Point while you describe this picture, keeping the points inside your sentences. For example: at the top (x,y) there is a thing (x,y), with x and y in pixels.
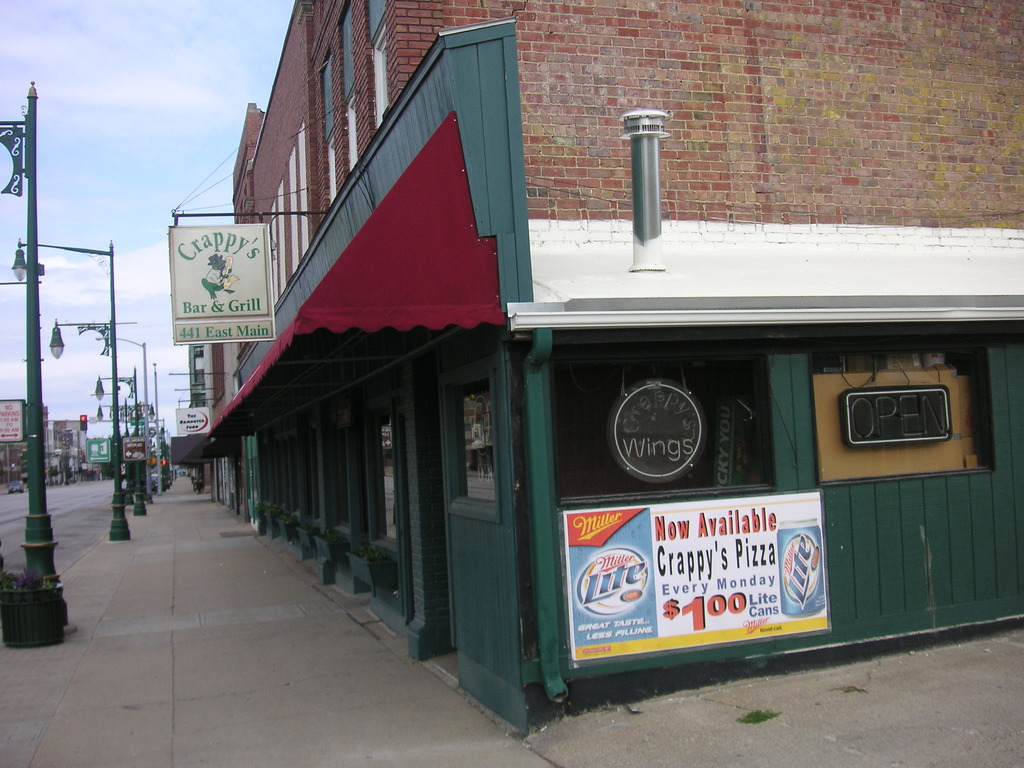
In this image there is a building (698,230). There are boards (242,266) with text (203,309) on the building (959,168). Beside the building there is a walkway (154,662). There are street light poles (118,419) and traffic signal poles (165,460) on the walkway (163,509). In the background (109,493) there is a road (106,492). At the top (152,69) there is the sky (125,62).
